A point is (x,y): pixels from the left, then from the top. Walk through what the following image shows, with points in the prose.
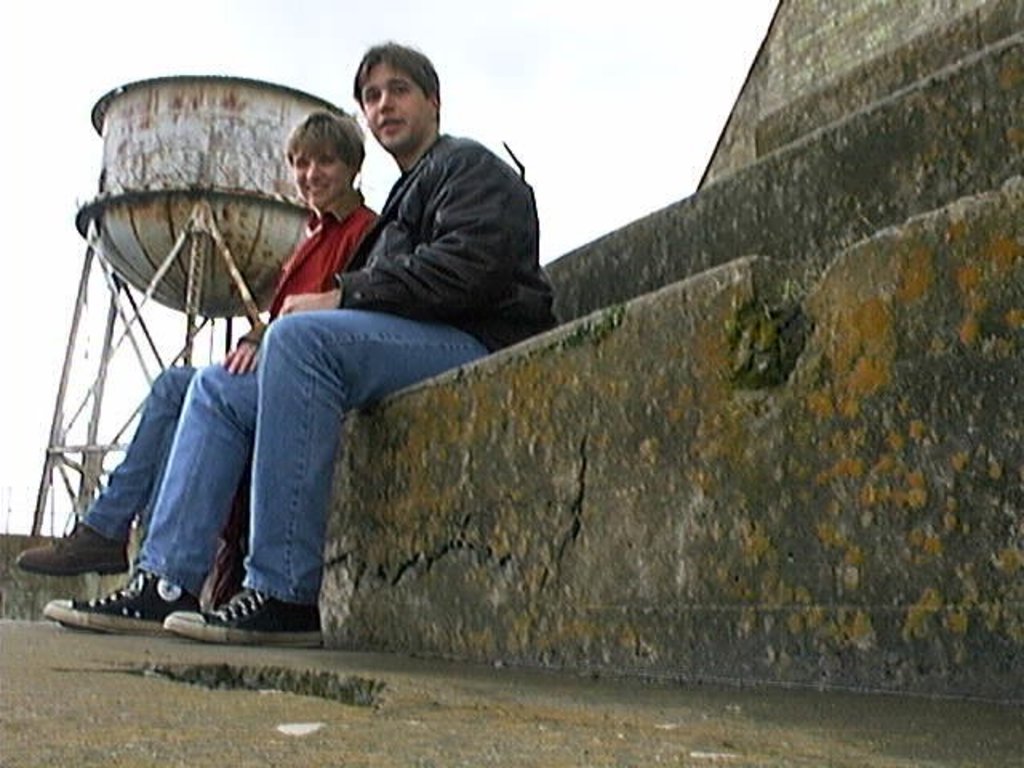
In this image I can see there are two persons (270,458) sitting on the rock (973,347) and I can see a water tank (169,133) visible on the left side (127,139) and I can see the sky (485,50) visible at the top (587,121).
